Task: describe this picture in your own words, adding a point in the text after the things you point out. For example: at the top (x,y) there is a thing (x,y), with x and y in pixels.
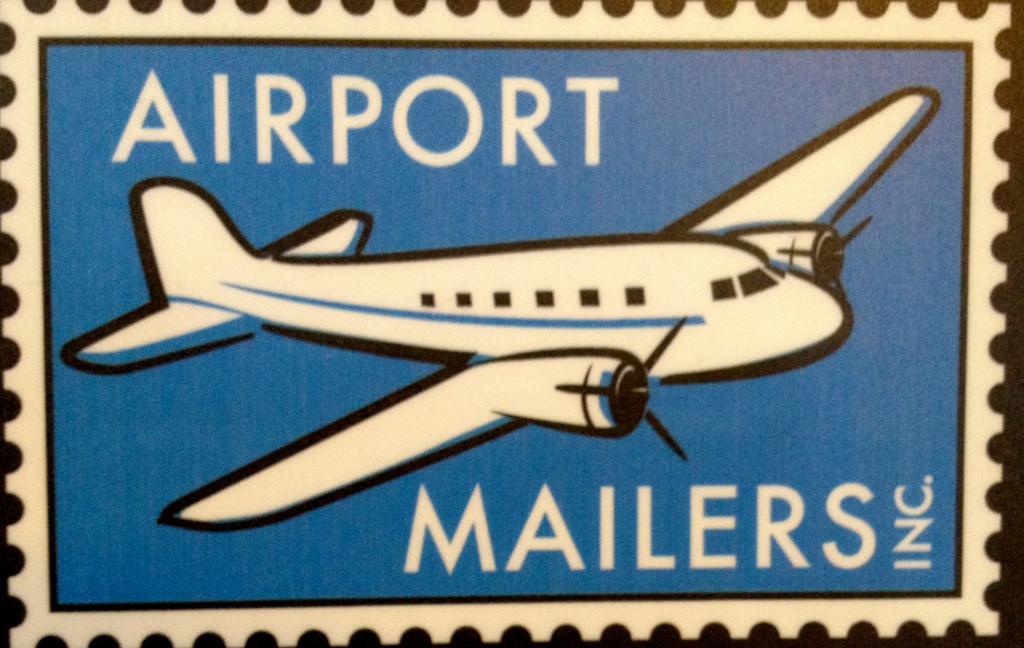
In the foreground of this poster, there is an image of aeroplane (582,307) and some text (758,529) on the top (478,138) and bottom.
